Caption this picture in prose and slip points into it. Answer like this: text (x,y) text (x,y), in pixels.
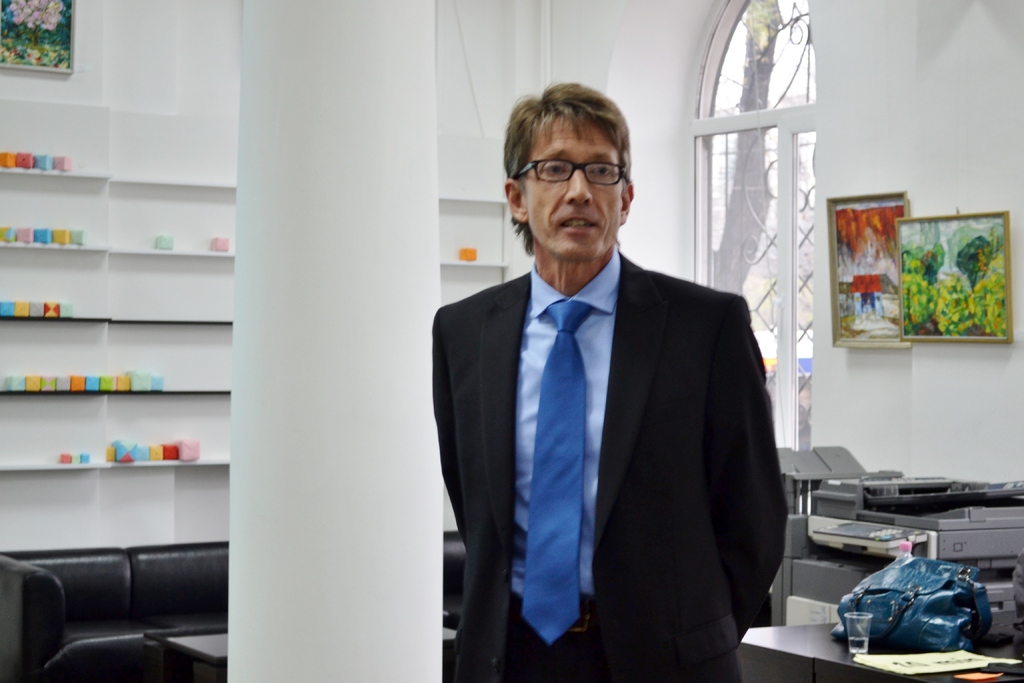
In this image we can see a person (577,344) standing. Beside the person (478,590) we can see a pillar (316,292). Behind the person (617,346) we can see a window (749,171), wall (73,118) and shelf (203,211) on which there are group of objects (63,157). On the right side (889,584), we can see few objects (955,644) on a table (840,657), machine (874,506) and two frames (927,297) on a wall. In the top left (28,38), we can see a frame (14,33). At the bottom (221,682) we can see a sofa (190,566) and a table (217,668).
